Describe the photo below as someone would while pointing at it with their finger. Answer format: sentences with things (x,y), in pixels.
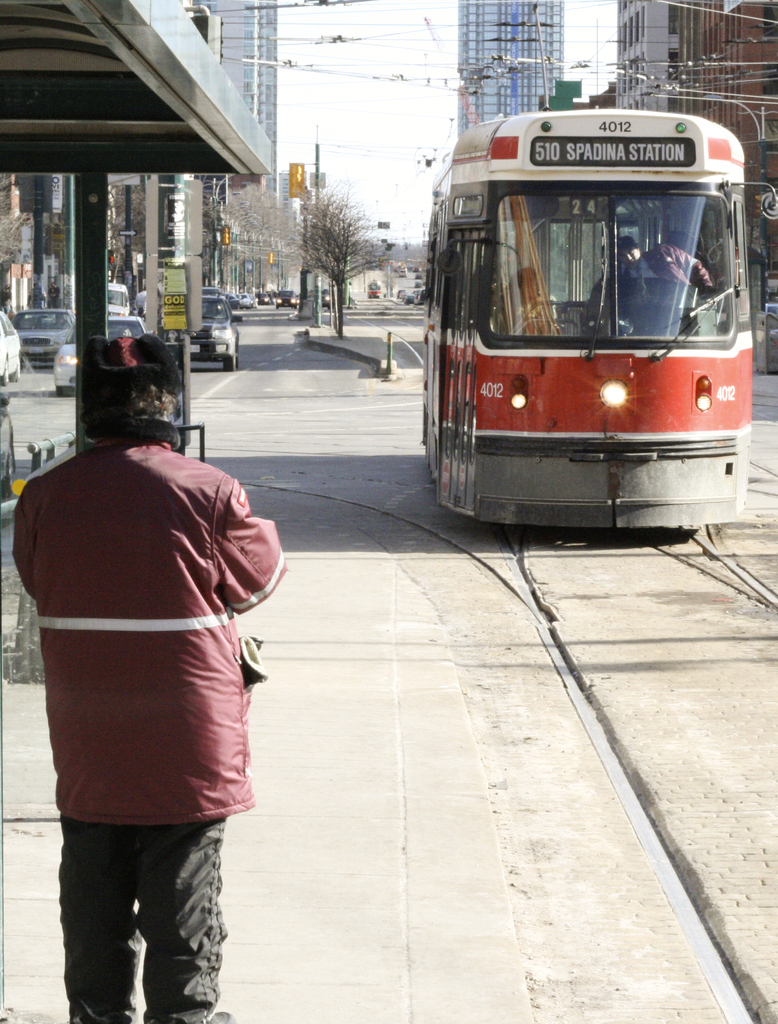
In the image there is a train (650,410) on the right side (608,374) and a man (57,531) standing on left side (144,360), in the back (361,289) there are few cars (69,368) going on the road (327,364) followed by buildings (485,94) on either side and above its sky (369,135).
